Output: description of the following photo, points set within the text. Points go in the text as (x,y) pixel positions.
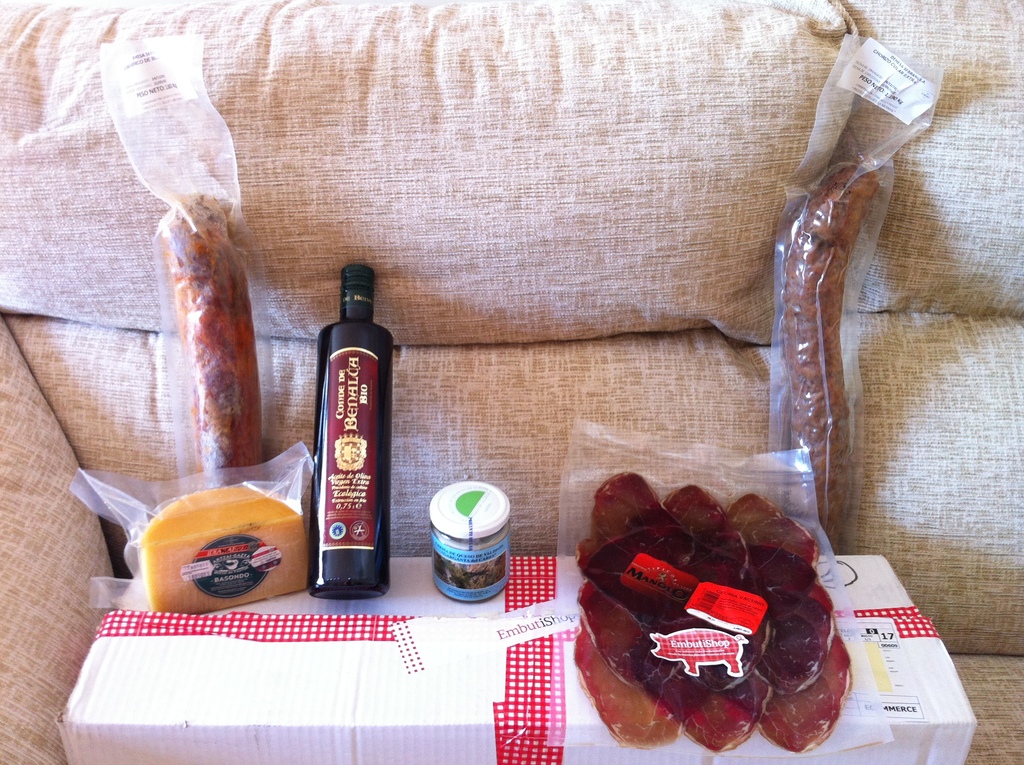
In this image I can see there are food items (652,592) on a white color box (418,644), on the sofa (487,446).
